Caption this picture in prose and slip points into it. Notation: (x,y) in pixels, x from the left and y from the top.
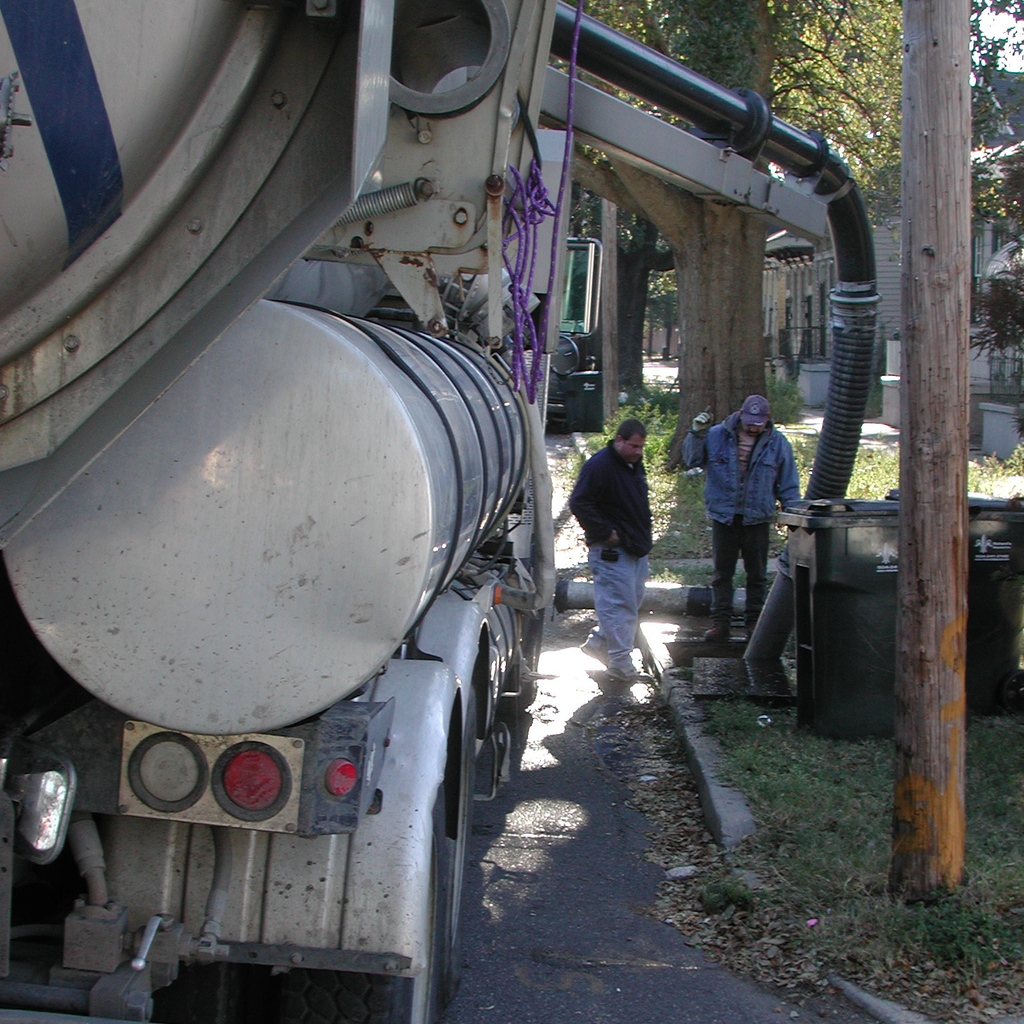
In this picture we can see two people (636,581) standing. We can see dustbins (844,563), trees (751,1), dry leaves (753,949) and some grass (735,766) on the ground (652,862). There is a house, a vehicle (444,536) and other objects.
